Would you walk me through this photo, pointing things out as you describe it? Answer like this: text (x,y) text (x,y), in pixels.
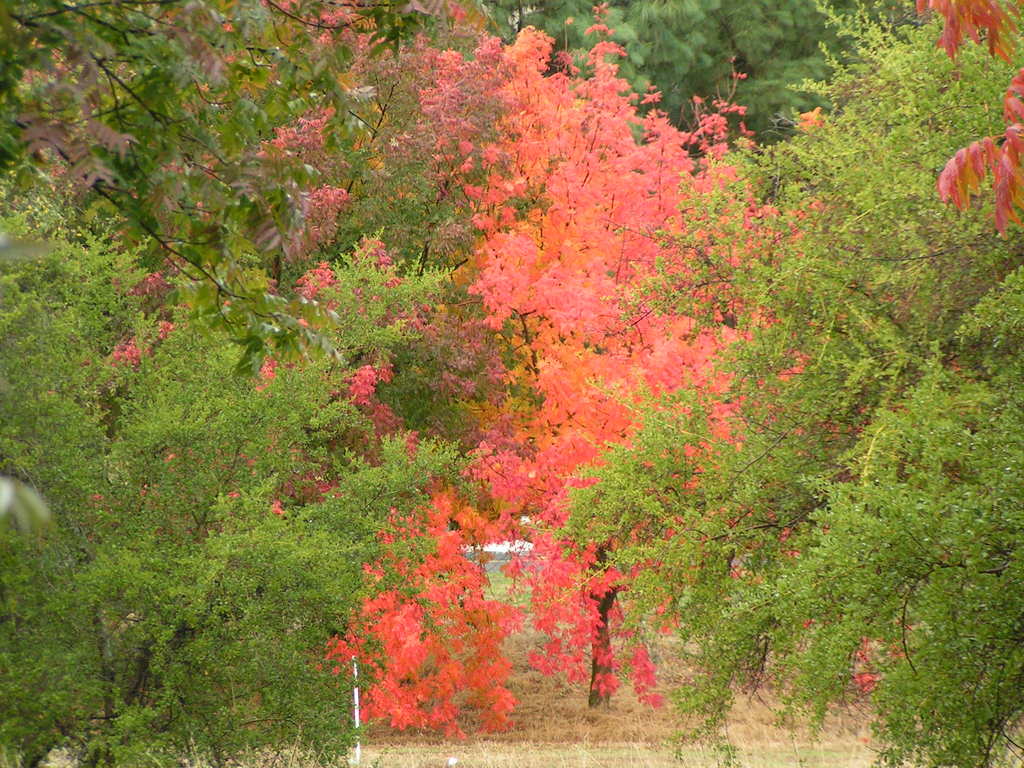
At the bottom of this image (544,521), there are trees (583,442) and grass (831,707) on the ground (831,707). In the background (701,49), there are trees (303,41).
